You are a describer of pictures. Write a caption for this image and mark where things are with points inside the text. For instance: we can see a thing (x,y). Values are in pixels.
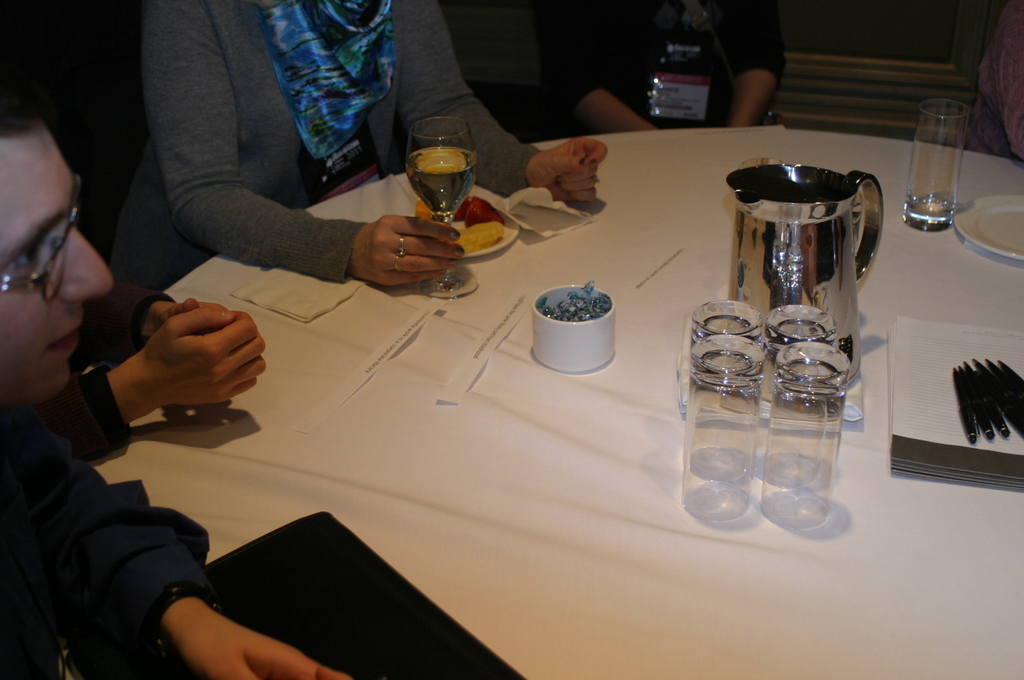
In this picture there is a man (67,527) to the left (44,583) and a person (325,115) sitting beside him holding a wine glass (454,176) in her right hand (383,240) the plate (509,236) and in front of her with food (493,228) and also there are some water glasses (762,328) and water jar (855,312) on the table (586,513).
